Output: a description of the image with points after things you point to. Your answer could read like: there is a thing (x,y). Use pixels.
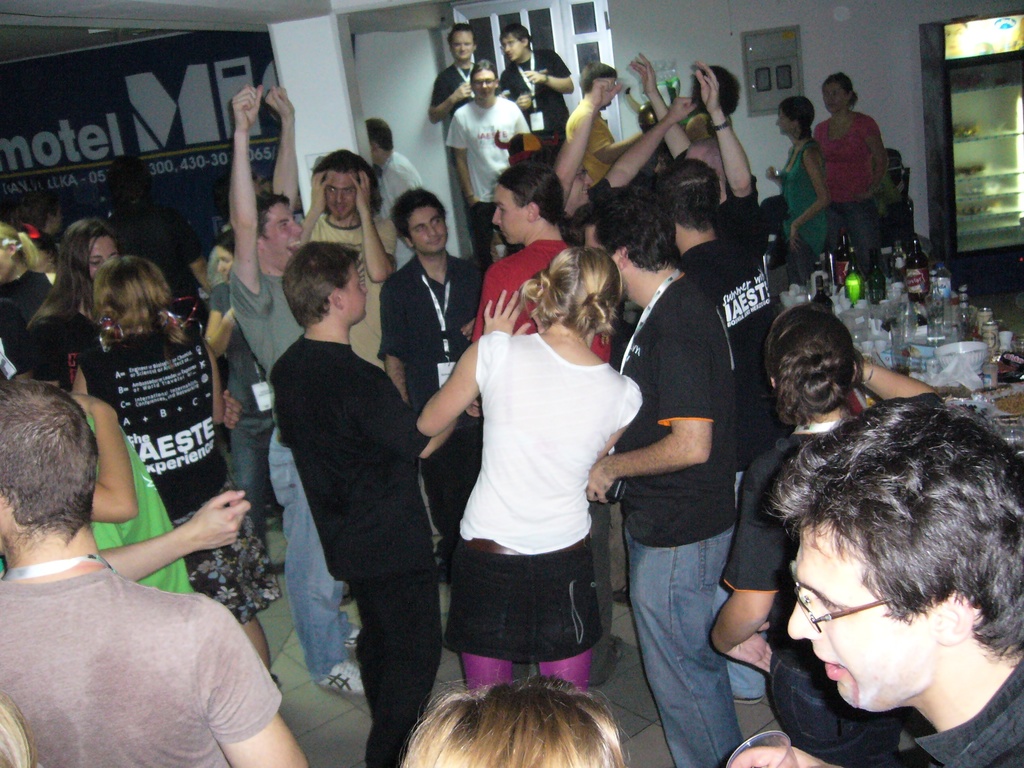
In this image we can see some persons (328,286) standing and some are dancing, on right side of the image (932,303) there are some bottles (903,291), glasses (919,370), bowls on table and in the background of the image (799,39) there is refrigerator (937,107), a box (797,58), door (483,47) and there is a sheet (158,161) attached to the wall (456,221).
